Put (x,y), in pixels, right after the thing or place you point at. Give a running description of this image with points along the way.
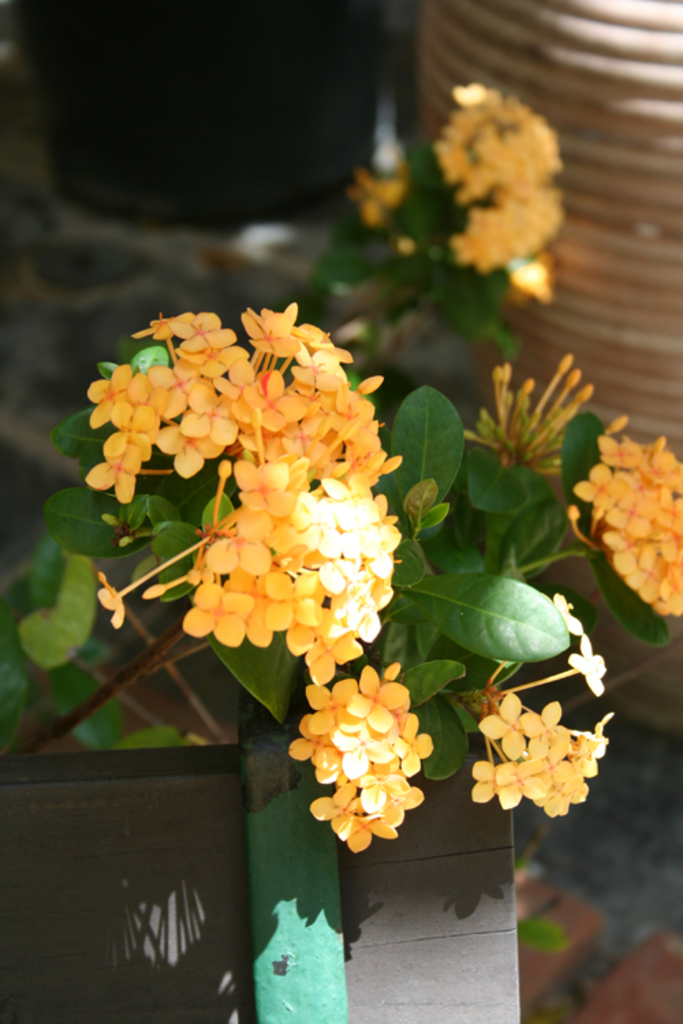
In this picture we can see flowers (559,171), leaves (41,603) and in the background (126,70) we can see some objects (631,124).
